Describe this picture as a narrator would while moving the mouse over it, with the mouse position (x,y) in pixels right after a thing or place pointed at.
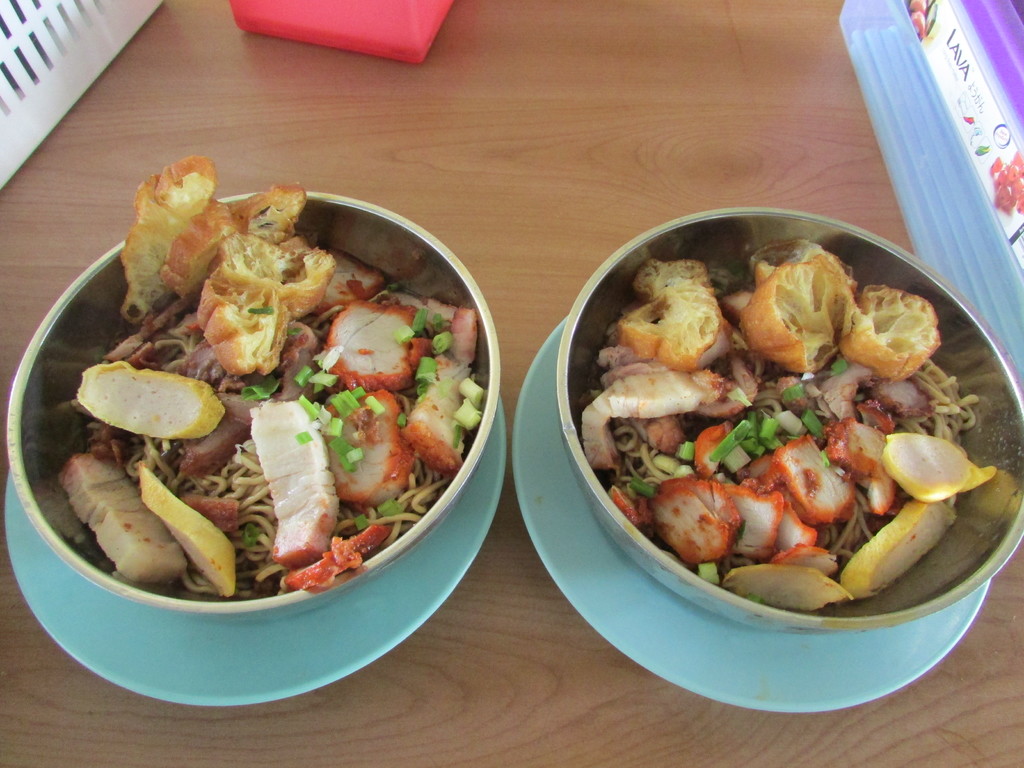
In this image we can see some food items (200,472) are kept in the bowl (895,597) which is placed on the plate (192,667) and which are placed on the wooden surface (472,146). Here we can see a few more objects (1001,76).
